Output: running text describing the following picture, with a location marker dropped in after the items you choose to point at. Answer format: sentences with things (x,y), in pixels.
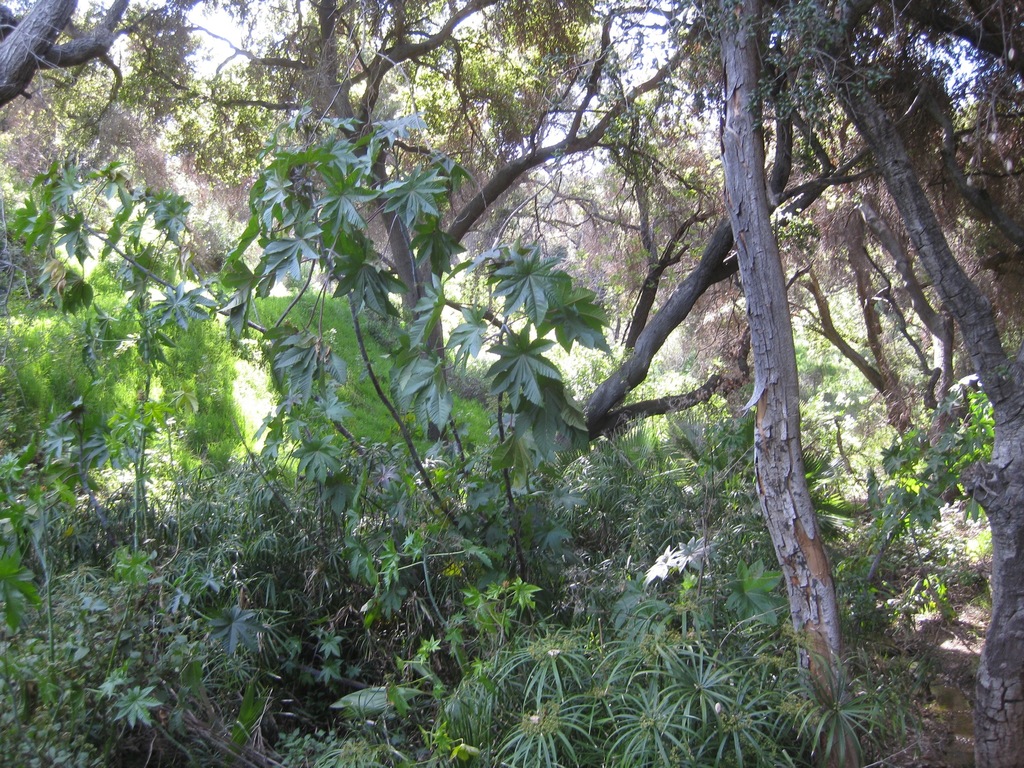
In the center of the image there are many trees (992,680).
